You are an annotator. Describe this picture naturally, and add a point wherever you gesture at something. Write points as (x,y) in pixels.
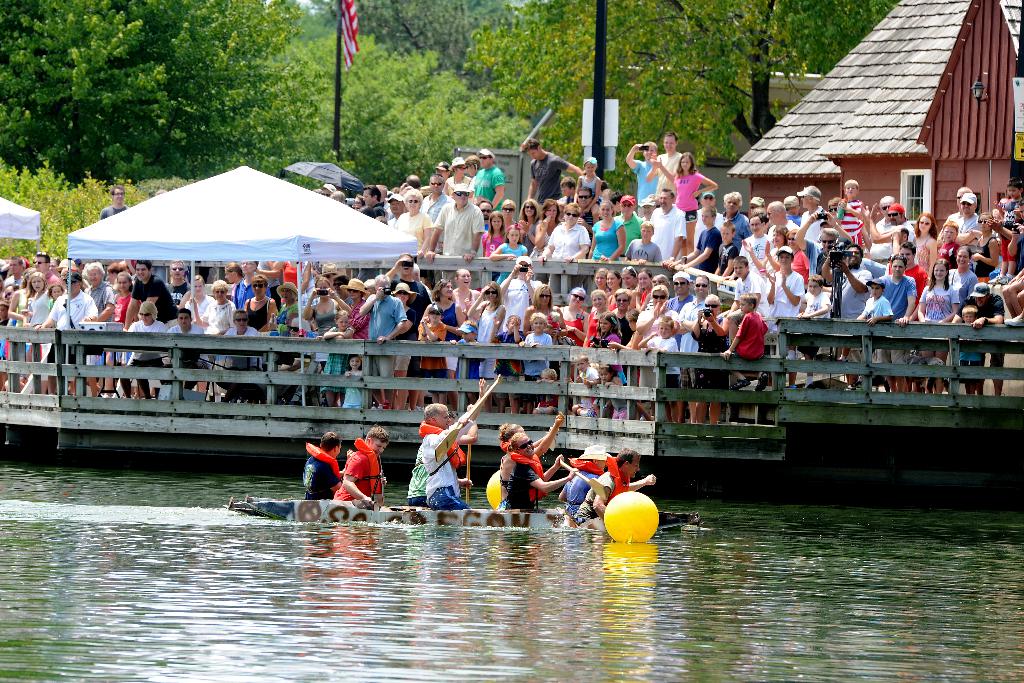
In this image I can see few people (433,498) on the boat (356,520) and I can see the boat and the yellow color ball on the water (311,527). In the background (254,341) I can see the railing (227,342), tents (137,238) and many people (406,273) with different color dresses (719,340). I can see the buildings (774,140), flag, boards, many trees (304,101) and the sky (305,0).
